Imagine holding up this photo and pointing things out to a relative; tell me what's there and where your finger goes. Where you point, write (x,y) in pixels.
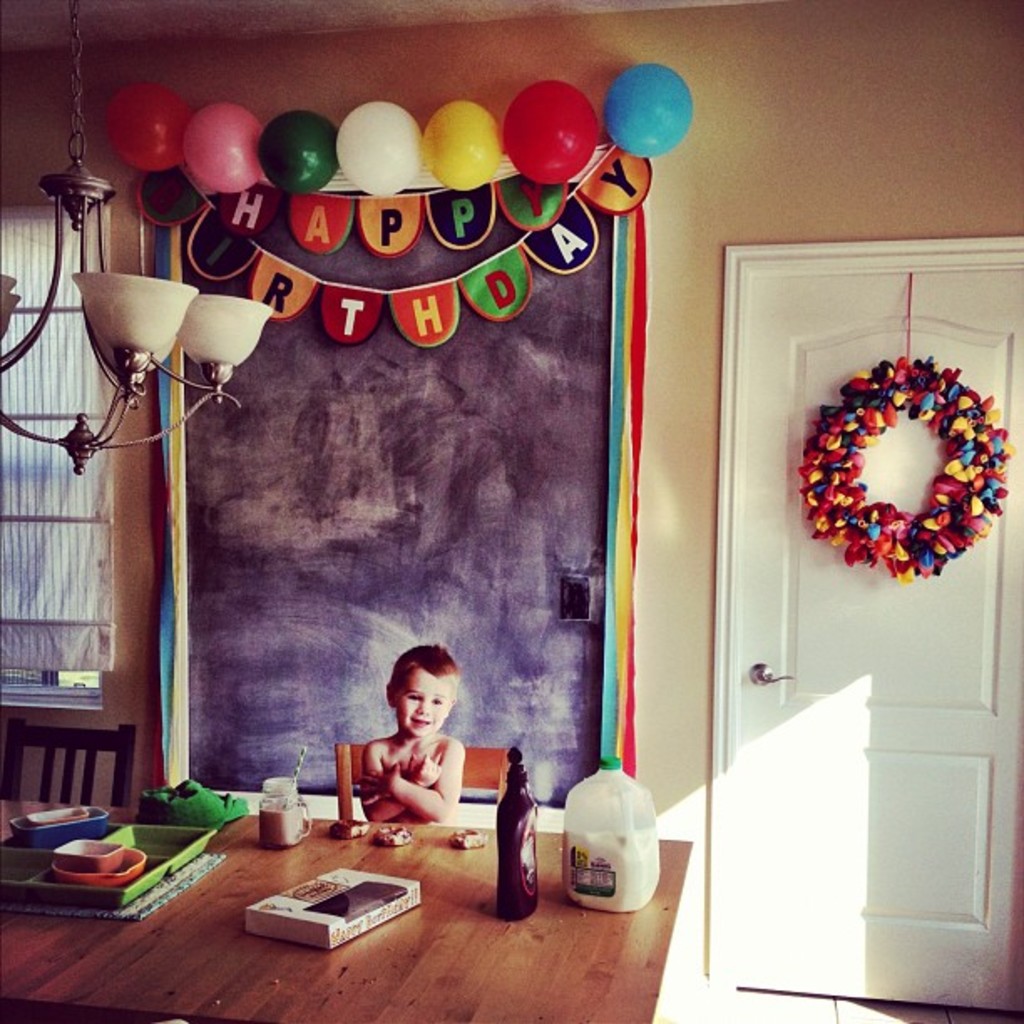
This is the picture of a boy (460,749) sitting on the chair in front of the table (181,957) on which some things (592,858) are placed and behind him there is a happy birthday chart (332,220) and some balloons (524,141) to the wall (136,192) and a lamp (117,281) and hanging to the door (868,309).
